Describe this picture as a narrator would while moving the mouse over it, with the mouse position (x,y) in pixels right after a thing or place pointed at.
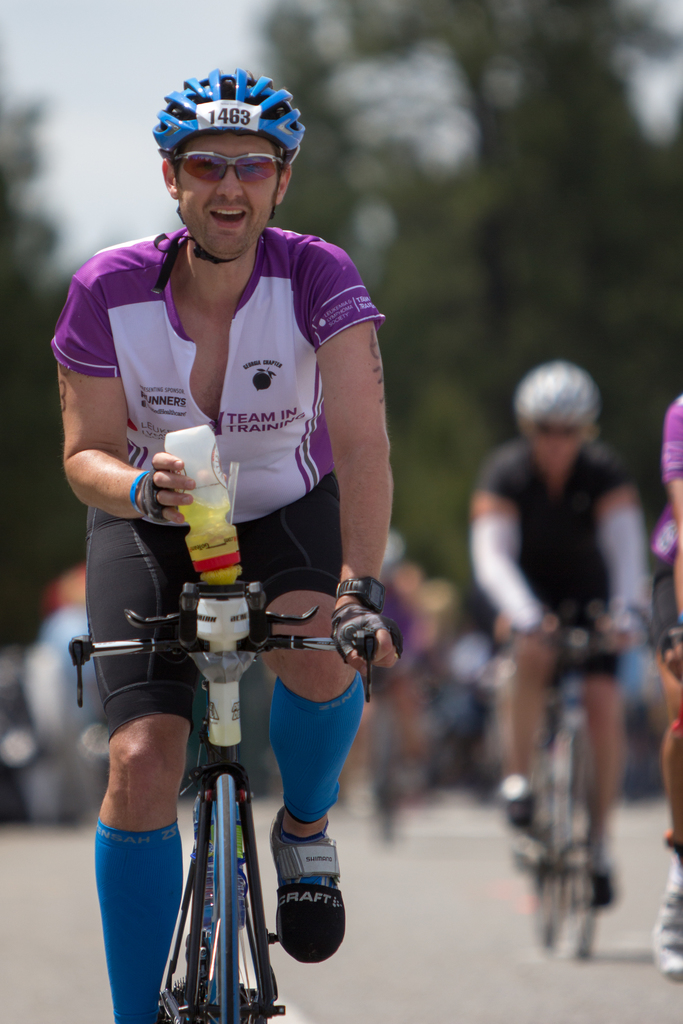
In this picture we can see a man (240,321) riding a bicycle (201,1002) and holding a bottle (187,474). Behind the man (271,539), there are few other people (533,622) riding bicycles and there are trees (326,190) and the sky (122,7). There is a blurred background (23,550).
